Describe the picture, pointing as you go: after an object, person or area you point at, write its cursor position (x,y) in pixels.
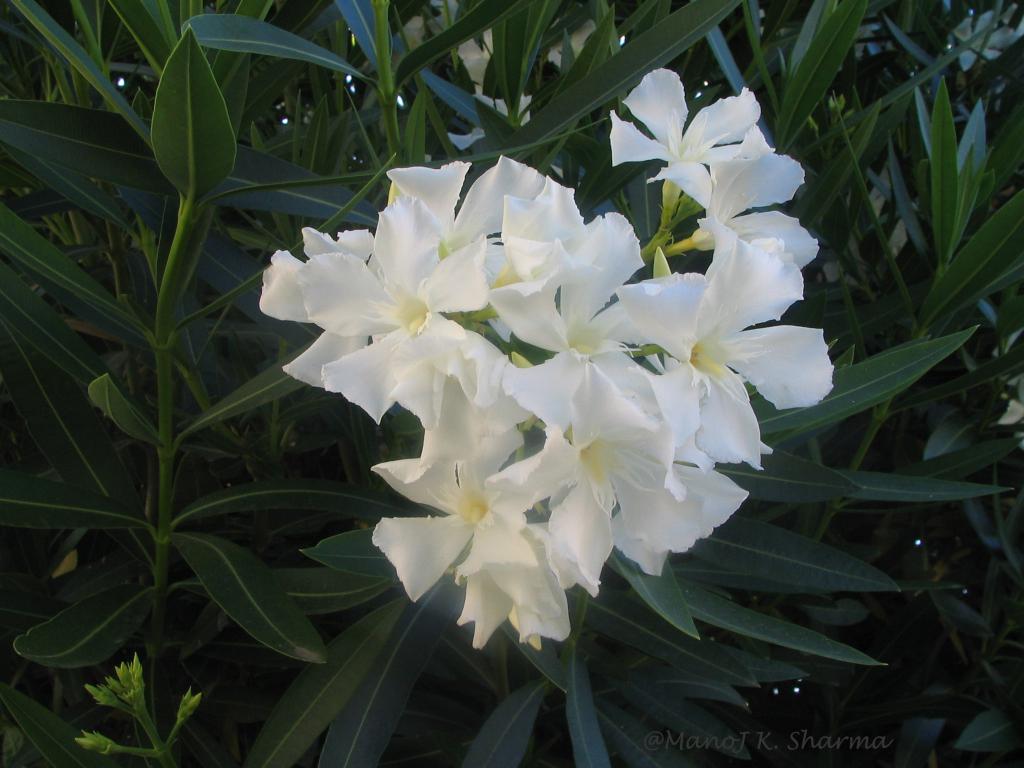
This image consists of flowers (522,379) in white color. In the background (102,201), we can see green leaves (655,618).
